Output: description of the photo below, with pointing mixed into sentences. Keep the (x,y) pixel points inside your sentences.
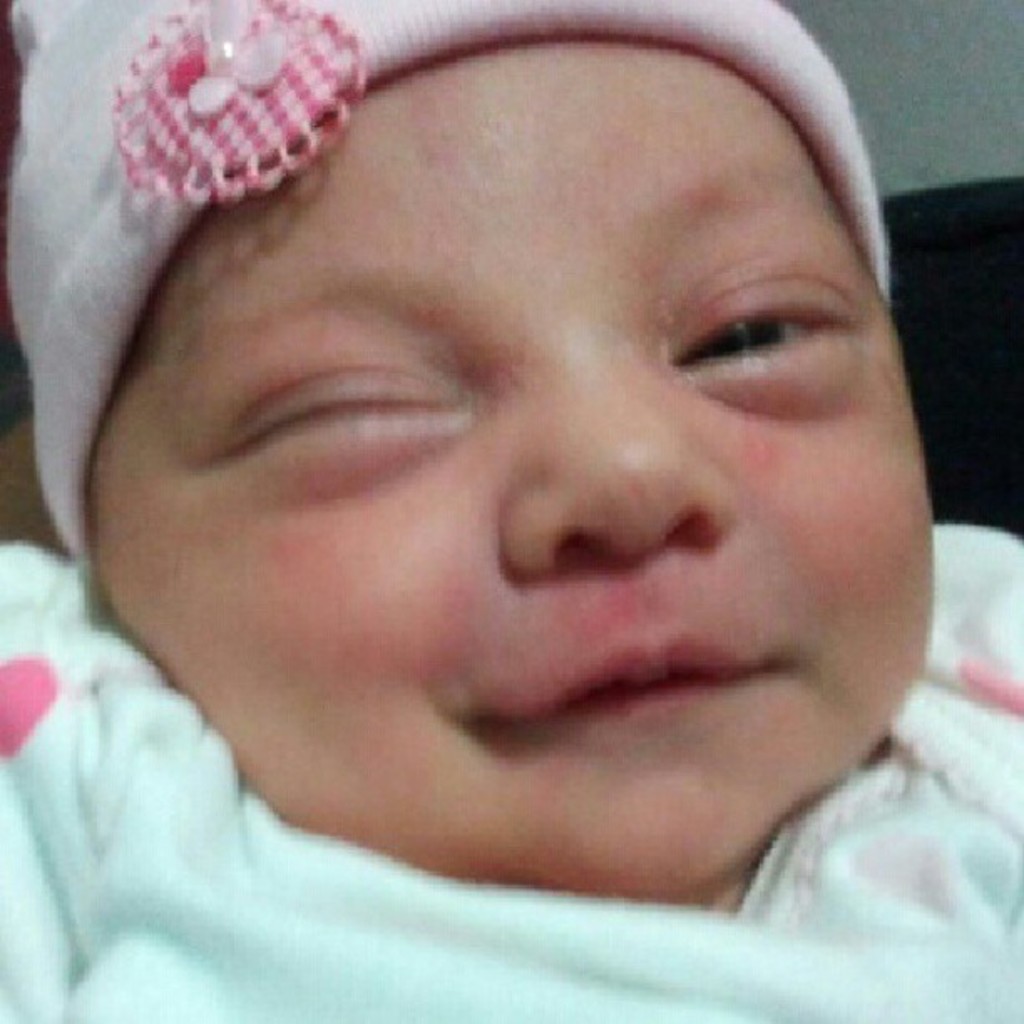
In this image there is a baby (491,530) with a monkey cap (289,66) is smiling.
